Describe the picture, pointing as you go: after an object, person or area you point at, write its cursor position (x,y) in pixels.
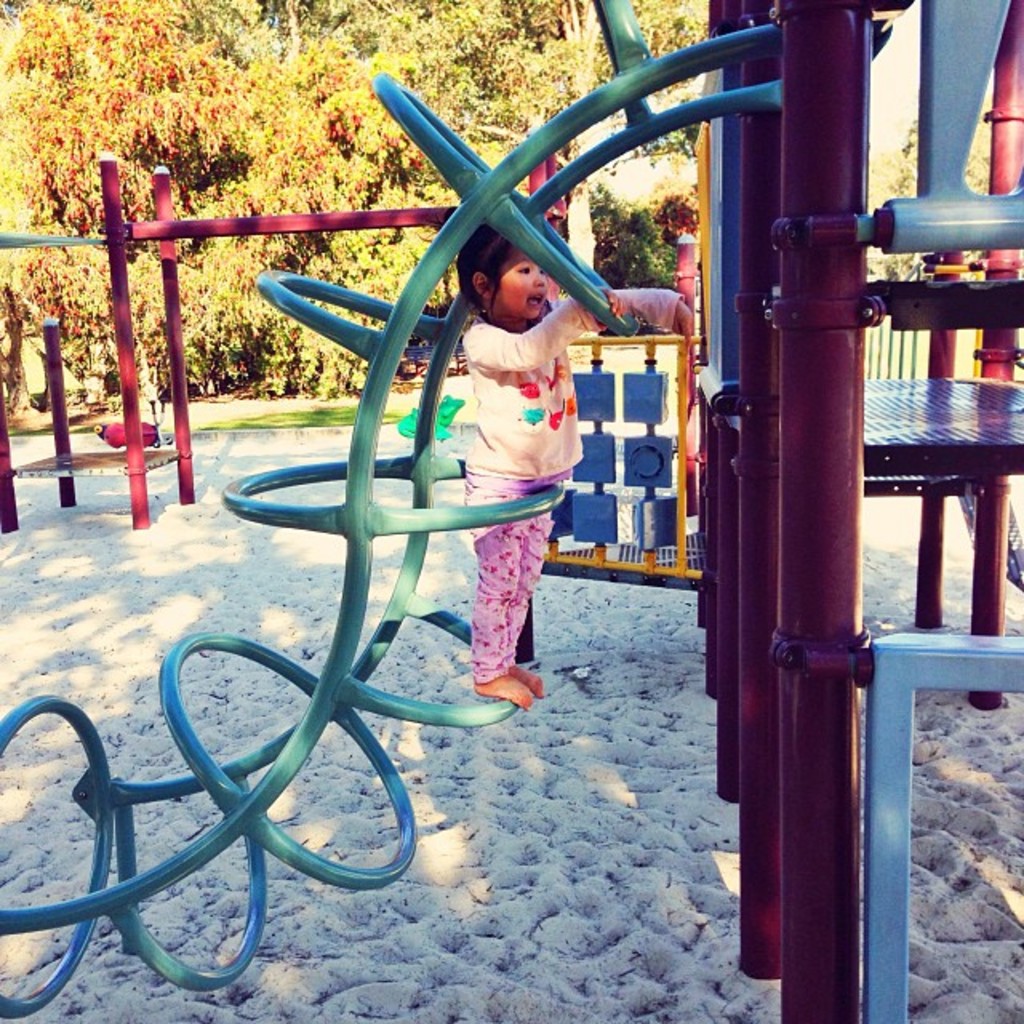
In this image there is a kids playing zone (317,492) in the garden (291,201). In the front (446,352) we can see small girl (525,560) climbing on the pipes (316,477). Behind there are some trees (260,176).
